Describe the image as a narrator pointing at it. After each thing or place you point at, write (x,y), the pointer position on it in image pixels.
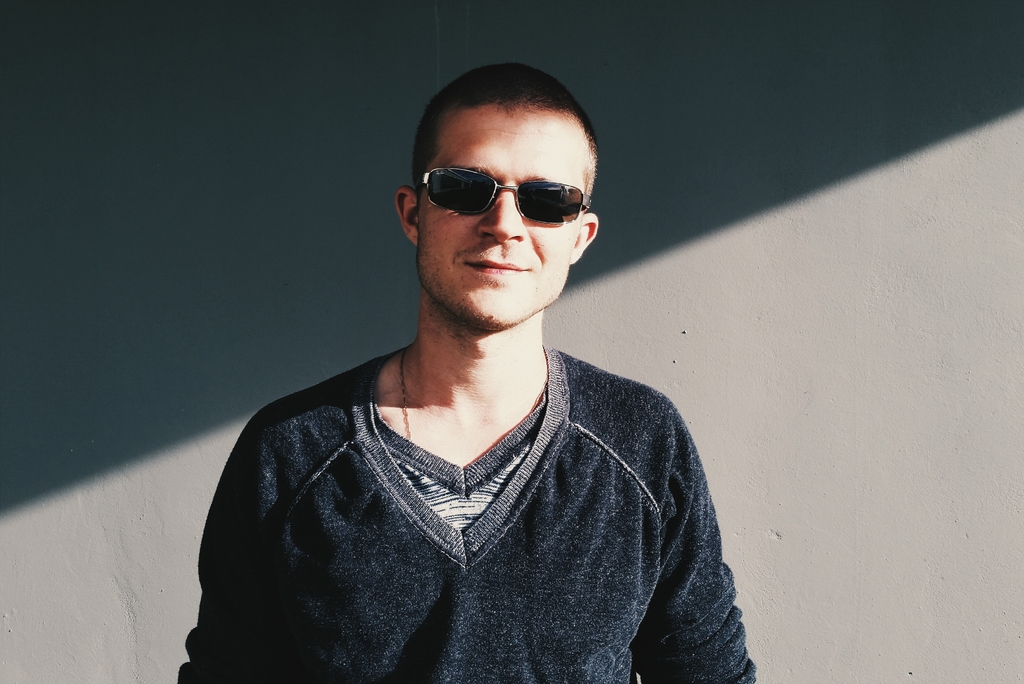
In this image I can see the person (319,383) and the person (561,639) is wearing black color dress (533,655) and I can see the gray color background (912,454).
